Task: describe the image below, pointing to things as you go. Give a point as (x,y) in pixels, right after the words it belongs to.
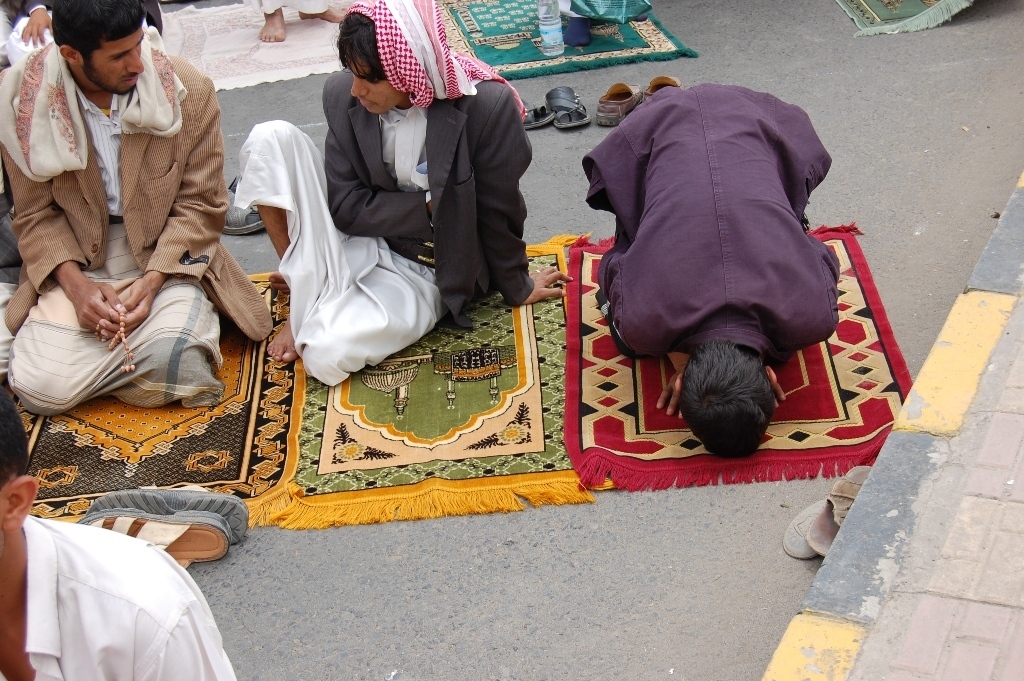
In this image I can see few people (126,269) are sitting on the mats (421,441) which are placed on the road (518,588). It seems like these people (322,172) are praying. On the right side (985,499) there is a footpath (967,444).
